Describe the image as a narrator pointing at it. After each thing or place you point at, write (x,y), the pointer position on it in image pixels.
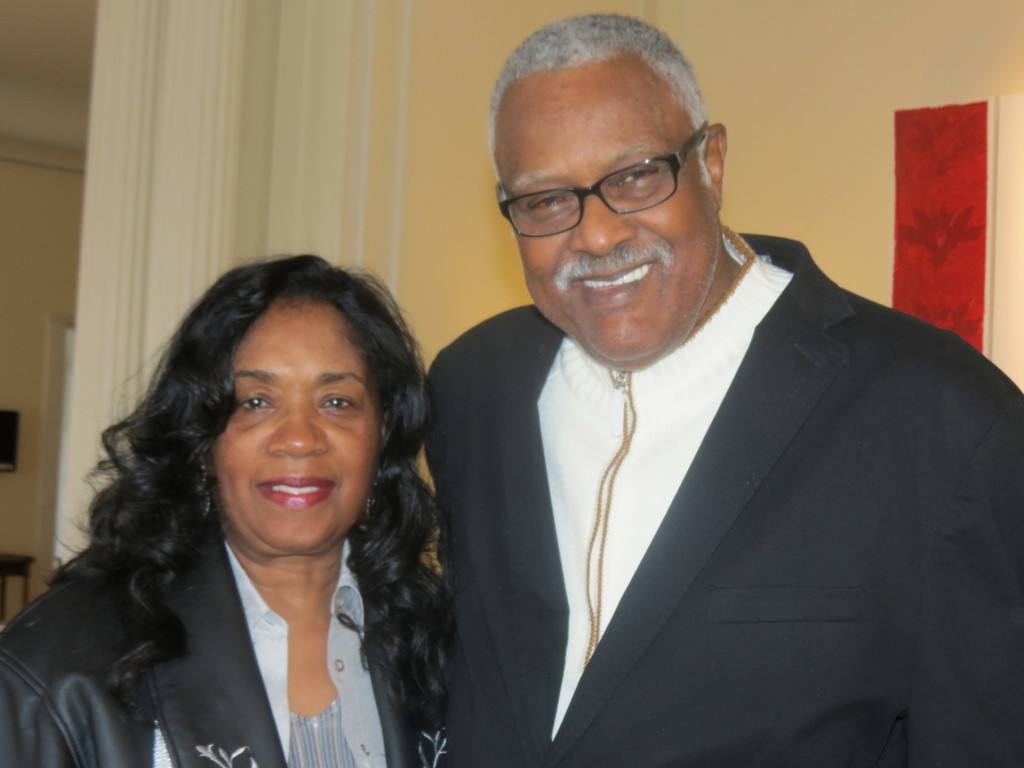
In this image in the foreground (599,467) there is one man (619,477) and one woman (220,532) standing, and they are smiling and in the background (423,78) there is wall (449,203), photo frame (944,177). On the left side (9,433) there is a table (4,578), television (7,419), and there might be a curtain (173,160) and wall (81,182).
